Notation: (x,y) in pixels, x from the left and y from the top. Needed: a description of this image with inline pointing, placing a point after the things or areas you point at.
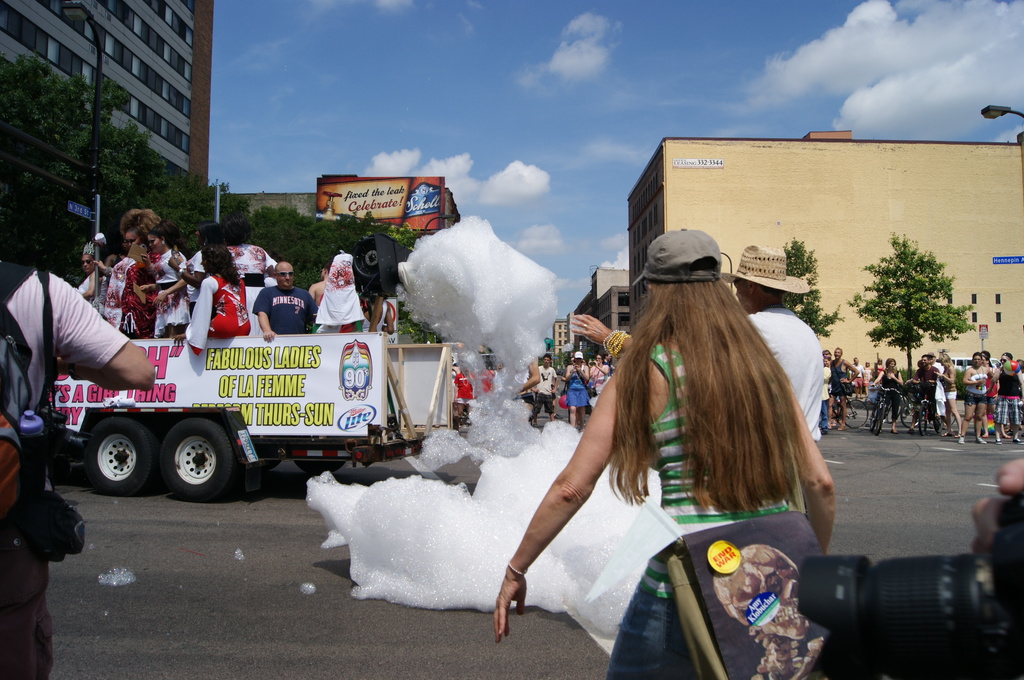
In this picture we can see a group of people (969,372) where some are standing and some are walking on the road (862,506), vehicles (161,449), bicycles (926,403), camera (1006,520), banners (252,424), buildings (69,55) with windows (54,37), trees (359,231) and in the background (439,30) we can see the sky (988,61) with clouds (771,79).
